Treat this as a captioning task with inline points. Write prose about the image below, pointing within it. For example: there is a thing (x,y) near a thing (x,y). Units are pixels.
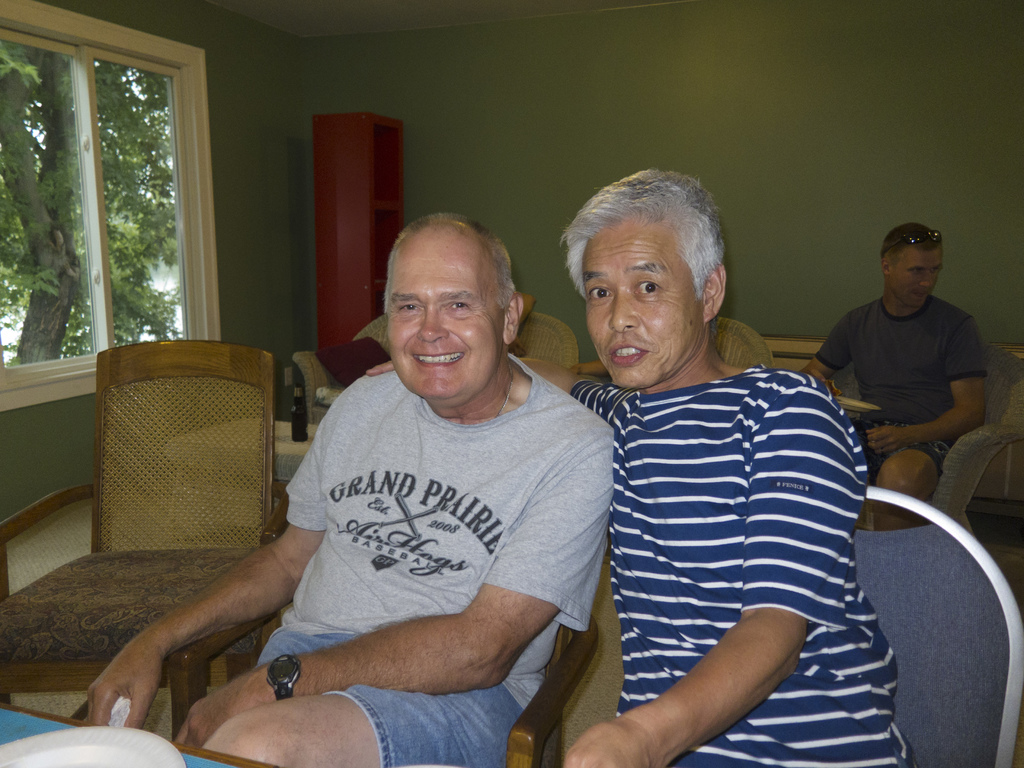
In this picture we can see men (596,438) sitting on chairs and smiling and in front of them we can see paper plate (100,739) and at back of them we can see other person (882,338), wall (481,208) and beside to them we have window (103,186), tree (110,185).
